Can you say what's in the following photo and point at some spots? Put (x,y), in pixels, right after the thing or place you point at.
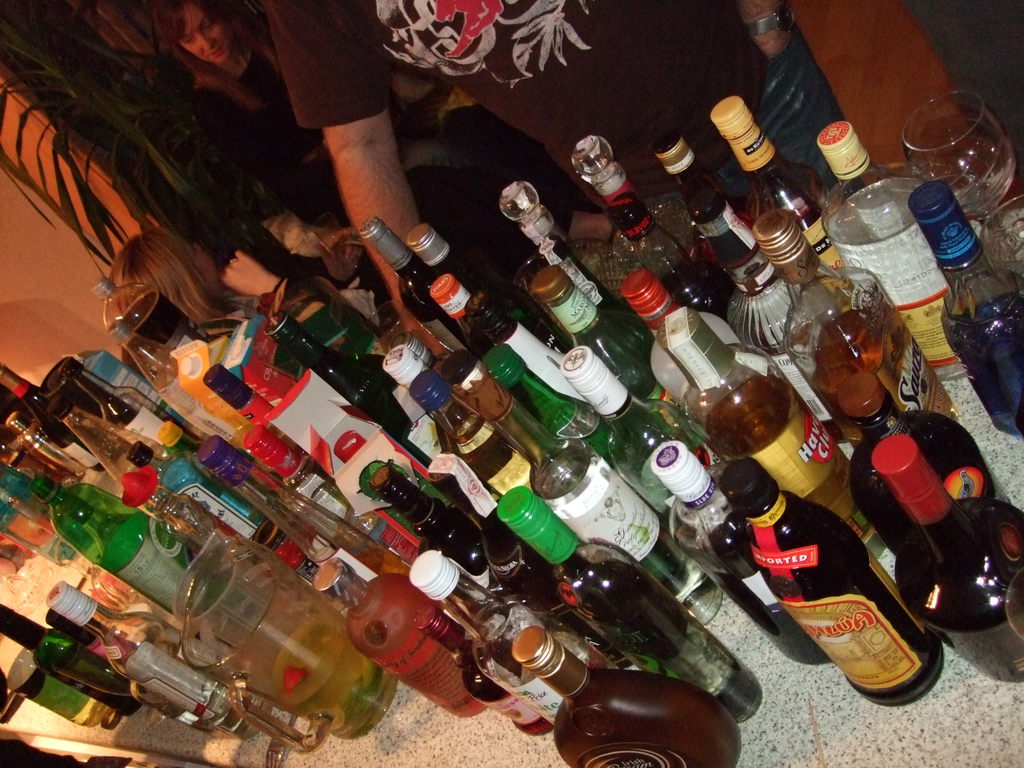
on a table (959,702) there are many glass bottles (665,474), glasses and a jug (236,615). the glass bottles (821,618) are of different colors such as black, transparent, green, brown, blue. at the right (691,51) back there are people (414,64) standing. a person (540,82) is wearing a brown t shirt (583,107) and at the back (253,132) a person (191,243) is sitting. behind them there is a plant (140,150).
